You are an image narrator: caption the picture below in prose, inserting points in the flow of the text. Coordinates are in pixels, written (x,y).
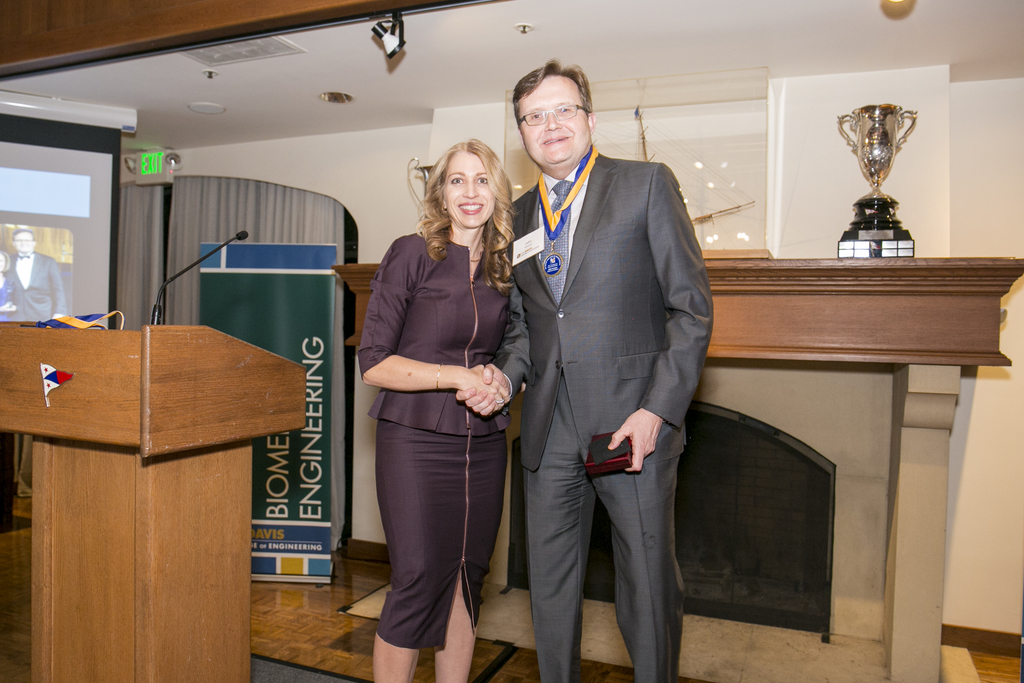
In the image we can see a man (584,374) and a woman (422,496) standing, they are wearing clothes (478,432) and they are smiling. The man (562,330) is wearing spectacles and holding an object (618,456) in hand (648,444). Here we can see the podium (137,481), microphone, poster (250,330) and text (318,359) on the poster (278,306). Here we can see the projected screen (53,224), trophy (842,121), wall (834,223), floor (311,610) and the curtains (234,218).
